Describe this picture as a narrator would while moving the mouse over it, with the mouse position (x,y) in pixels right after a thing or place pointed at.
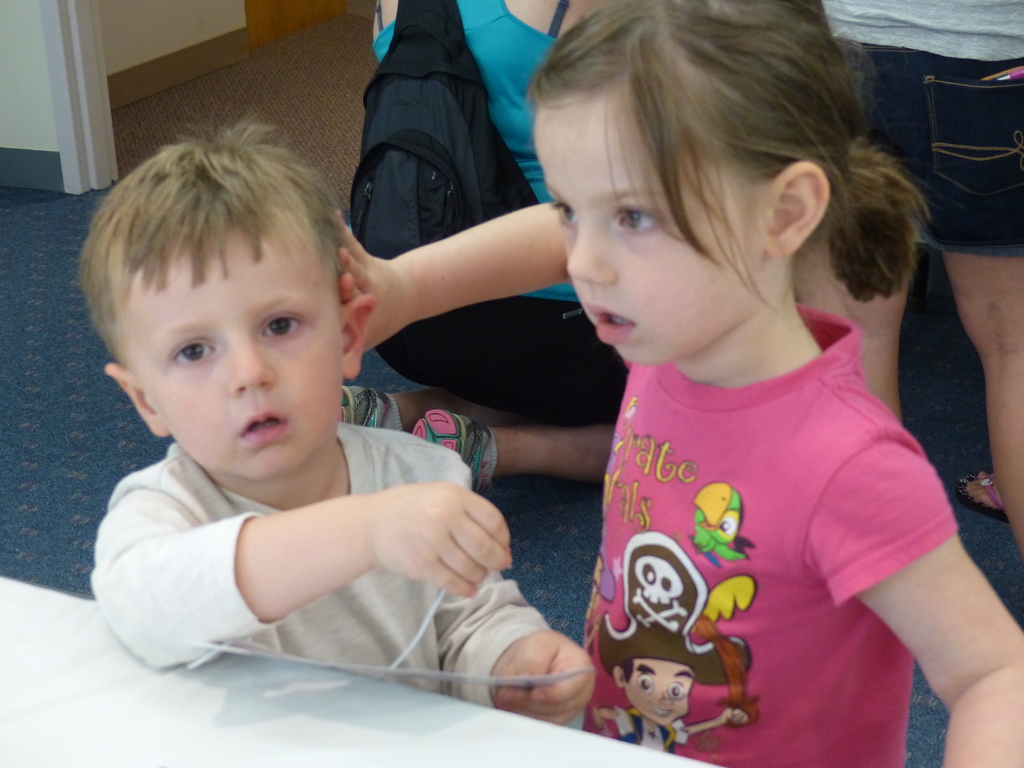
Here we can see a girl (705,575) and boy (215,484). Background (987,11) there are people (971,11). Floor (120,134) with carpets (129,160). This person (523,211) wore a bag (418,177).
